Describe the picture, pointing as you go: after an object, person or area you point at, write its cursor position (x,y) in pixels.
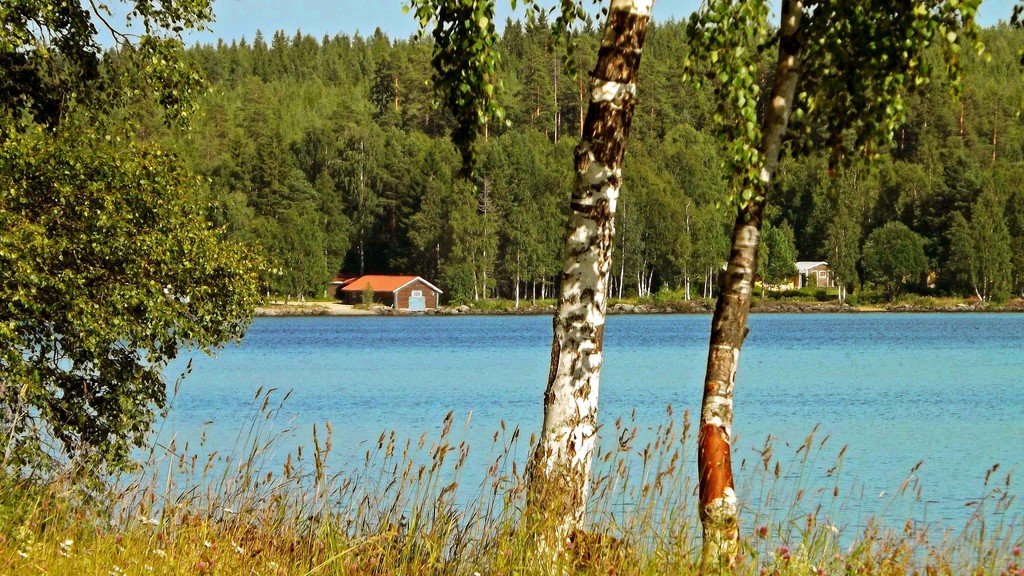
In the foreground of this picture (607,522), there are trees (723,525) and the grass (239,504) at front (168,266). In the background (357,373), there is water (380,334), houses (406,275), trees (306,160) and the sky (268,49).
